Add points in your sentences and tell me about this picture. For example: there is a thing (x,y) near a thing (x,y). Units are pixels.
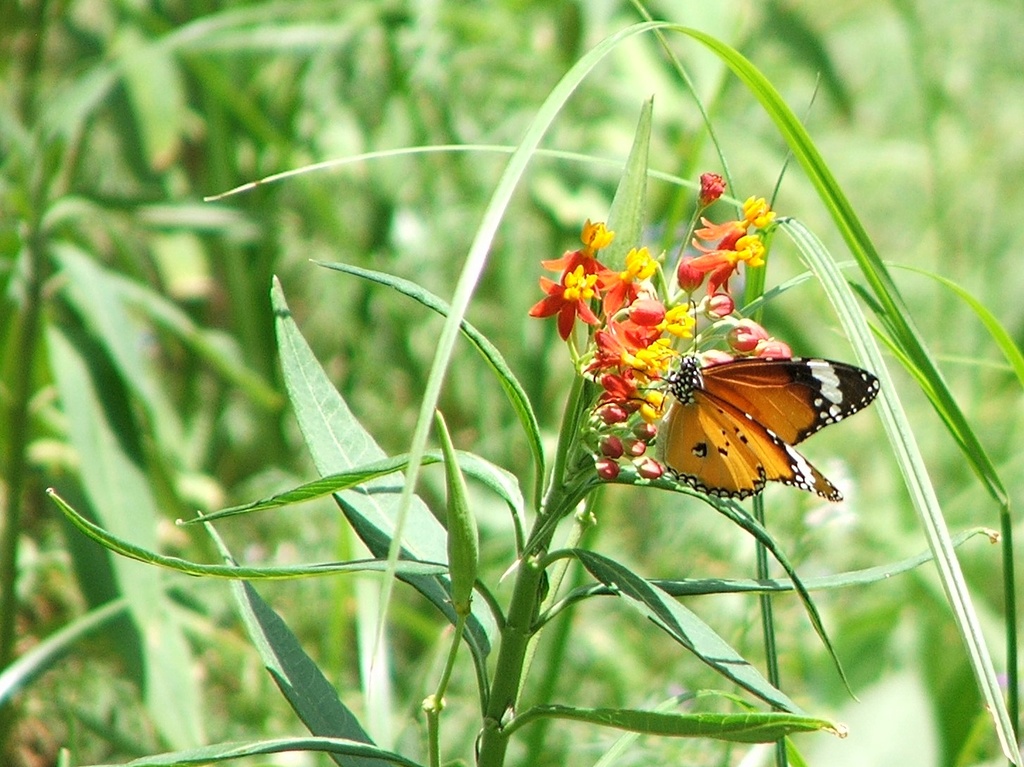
In the image we can see the butterfly (771,392) and flowers (639,319), red and yellow in colors. Here we can see the leaves (422,527) and the background (589,189) is blurred.
